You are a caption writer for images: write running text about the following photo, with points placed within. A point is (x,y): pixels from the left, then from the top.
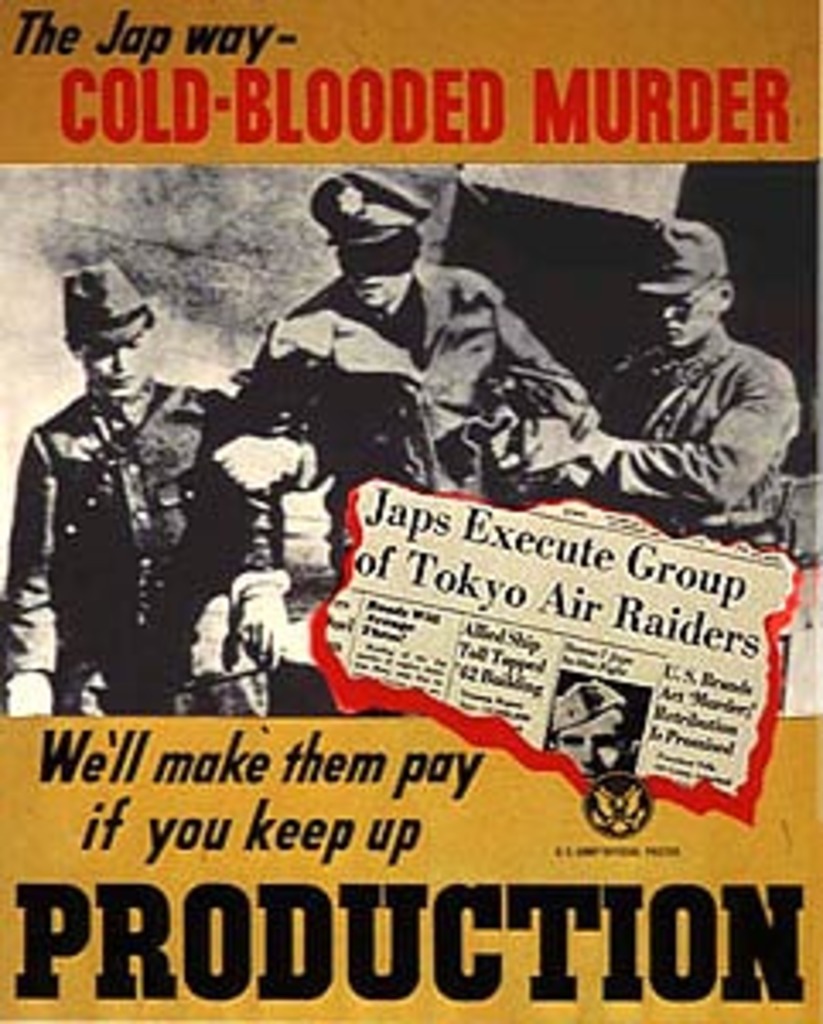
In the image we can see there is a poster (445,643) in which there are three men (601,453) standing and they are wearing uniform (497,342) and caps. On the poster (234,151) it's written ¨Cold Blooded Murder¨.
